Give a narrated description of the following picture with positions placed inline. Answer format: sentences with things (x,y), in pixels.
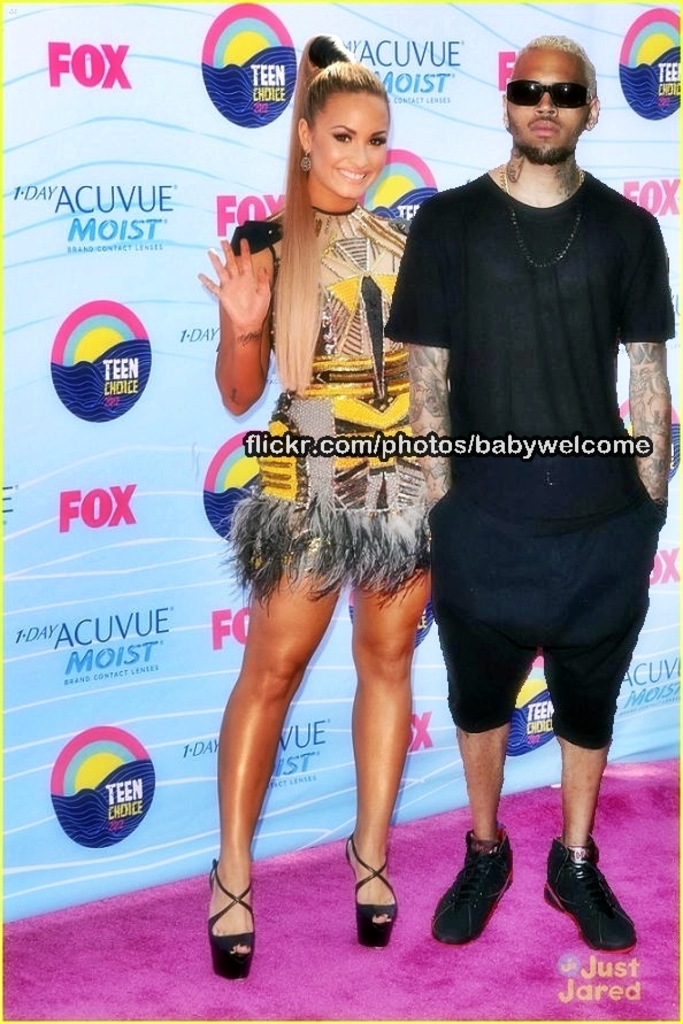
In this picture I can see a man (475,591), woman (249,678) standing, behind there is a banner (173,390) with some text (118,383) and logo (86,383).
